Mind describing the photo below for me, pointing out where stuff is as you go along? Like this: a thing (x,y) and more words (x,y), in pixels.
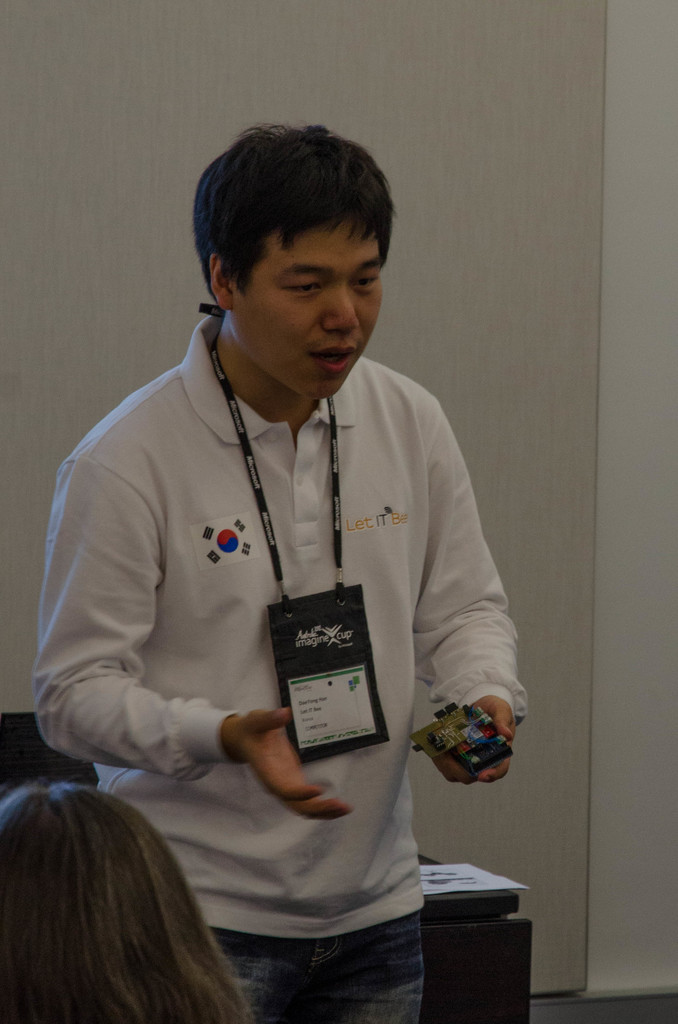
In this picture we can see a person (402,771) standing and holding something in his hand (449,763), he wore a white color t-shirt (411,628), in the background (520,299) there is a wall (533,310), at the left bottom (106,952) we can see one more person's head (76,943).
